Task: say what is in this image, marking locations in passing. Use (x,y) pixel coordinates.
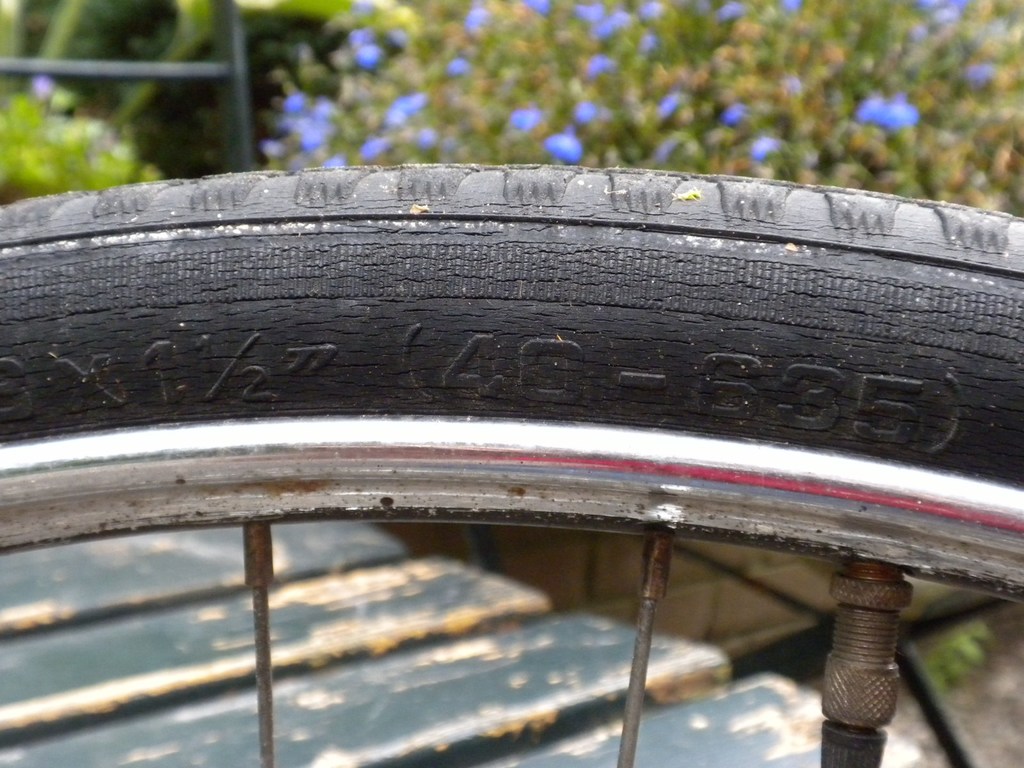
In this image we can see cycle tube (437,337), cycle spokes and in the background of the image (371,131) there are some trees (321,123) and bench (277,613) which is in green color.
